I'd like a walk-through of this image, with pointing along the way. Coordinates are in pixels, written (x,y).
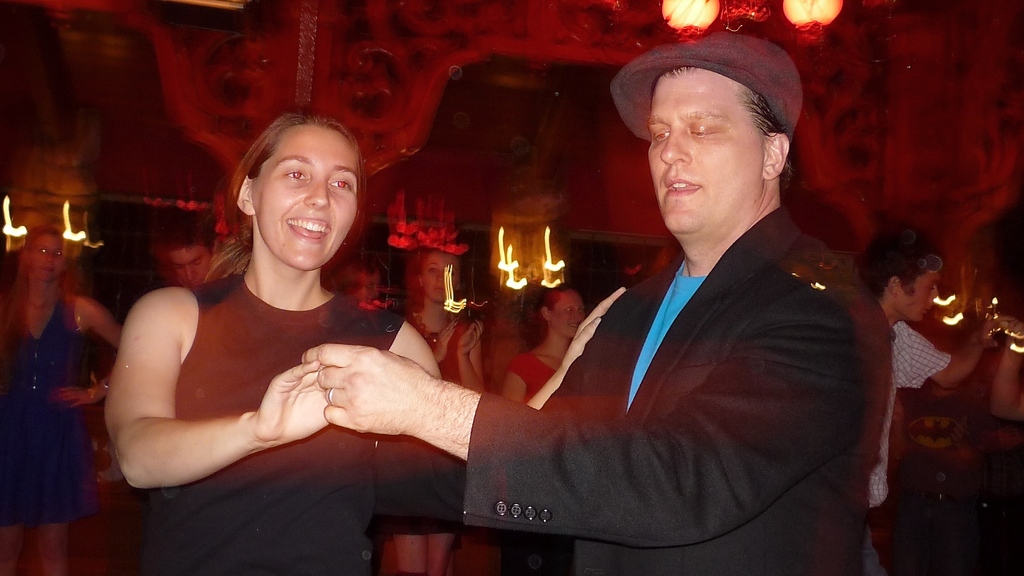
In this image, we can see a man (378,401) and a woman (343,332) standing, in the background (12,508) we can see some people (53,345).
